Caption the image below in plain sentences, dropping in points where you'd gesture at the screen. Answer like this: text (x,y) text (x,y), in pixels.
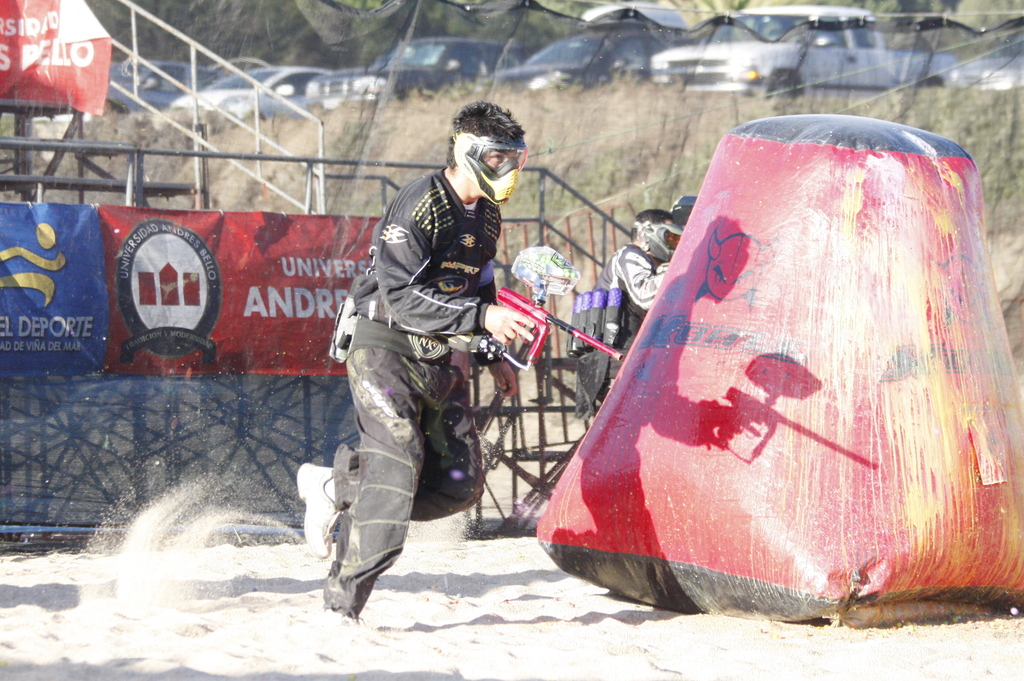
In this image I can see a person (389,500) wearing black color dress (389,320) is running and holding a red and black colored object (549,313). I can see a huge red and black colored object (811,339) on the ground (735,617), few banners (287,347) which are red and blue in color, few persons (583,294) and the railing (616,228). In the background (172,98) I can see few vehicles (268,78) and few trees (293,42).
